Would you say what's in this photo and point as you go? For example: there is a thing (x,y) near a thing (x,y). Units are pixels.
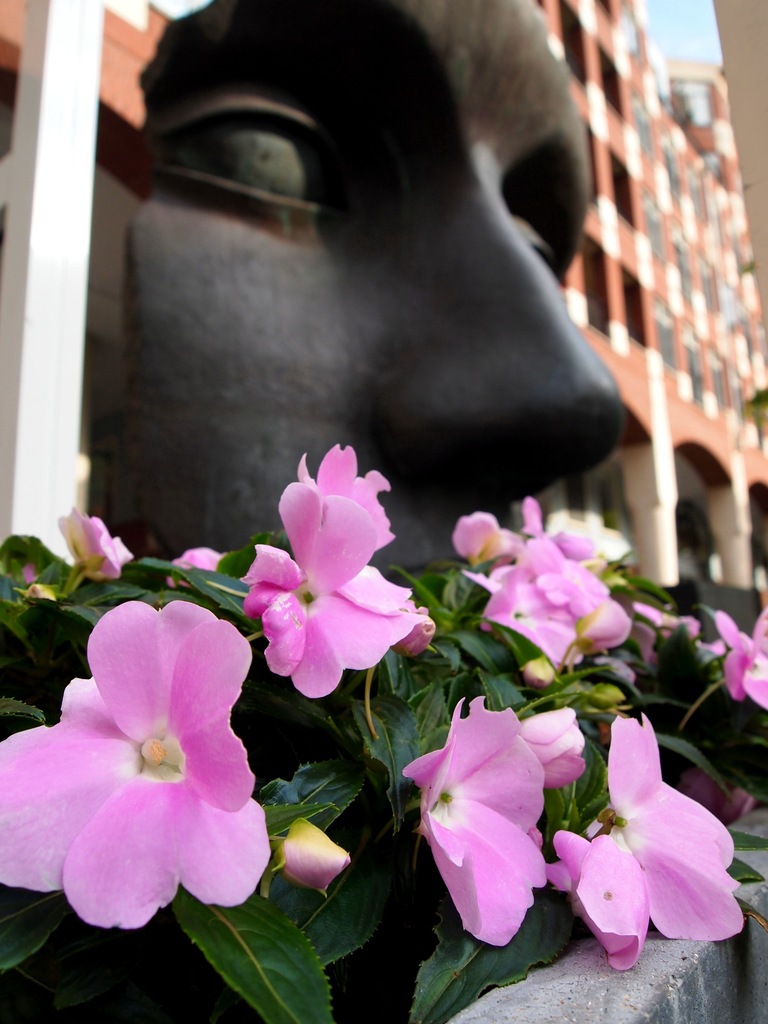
In this image we can see there is a building (720,94) behind that there is a face sculpture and some flower plants (374,850) in front of that.
